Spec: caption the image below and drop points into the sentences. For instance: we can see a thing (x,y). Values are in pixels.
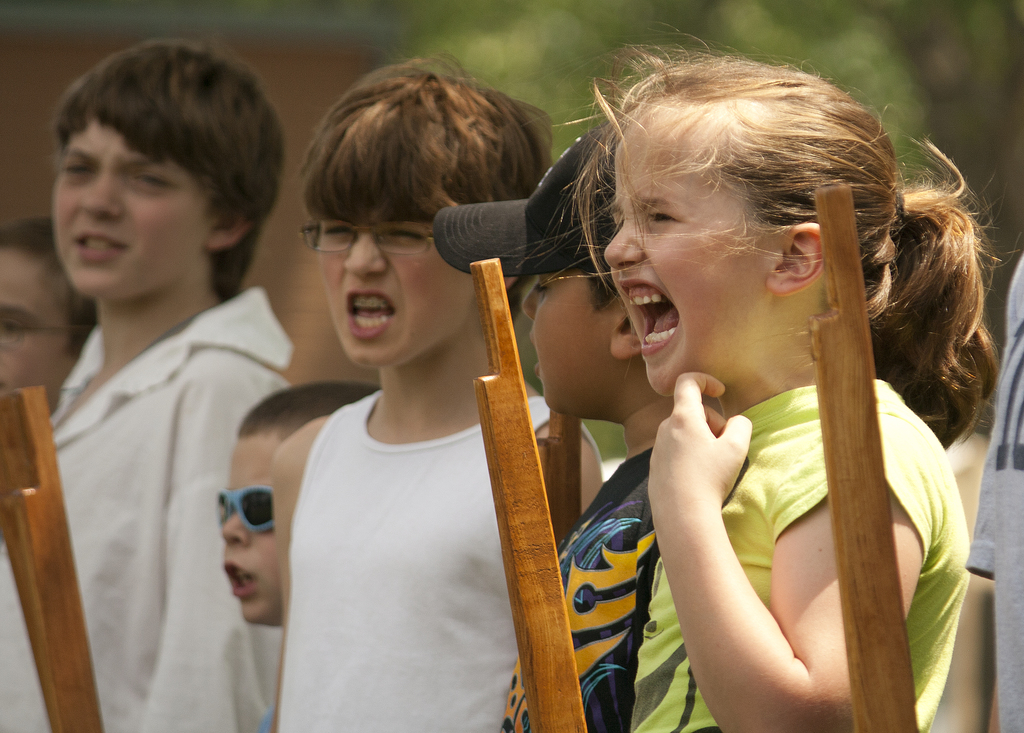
There are kids (547,327) standing and we can see sticks (888,529). In the background (690,44) it is brown and green color.
